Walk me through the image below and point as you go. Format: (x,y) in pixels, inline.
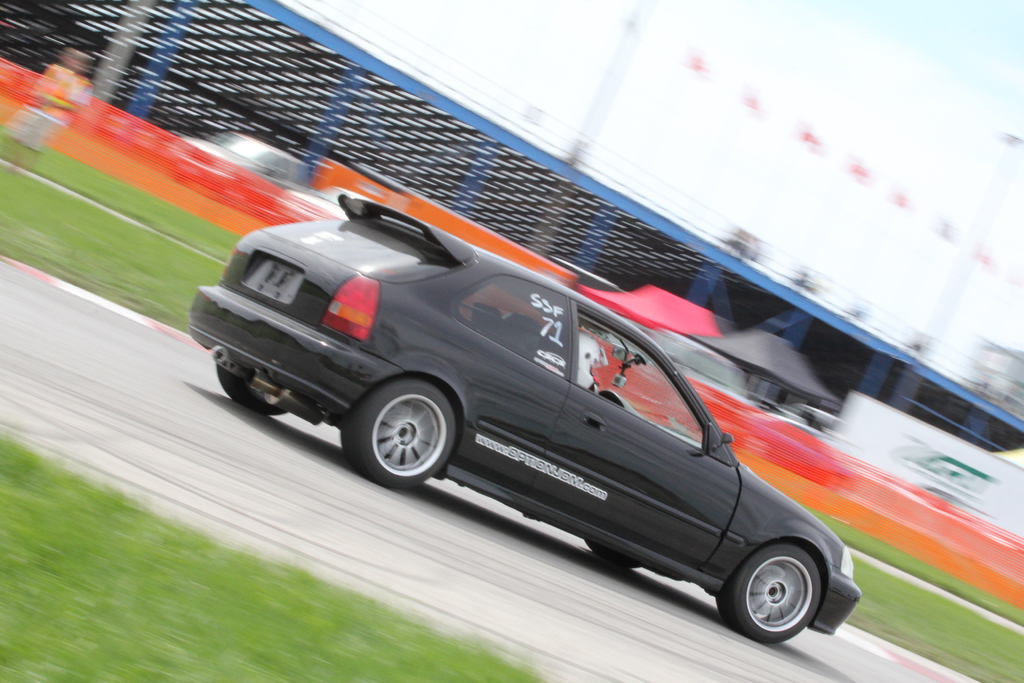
In the center of the image (462,387) we can see a car (790,614) on the road (592,613). In the background (57,132) there is a mesh (57,148), men (42,146) and sheds (969,423).
